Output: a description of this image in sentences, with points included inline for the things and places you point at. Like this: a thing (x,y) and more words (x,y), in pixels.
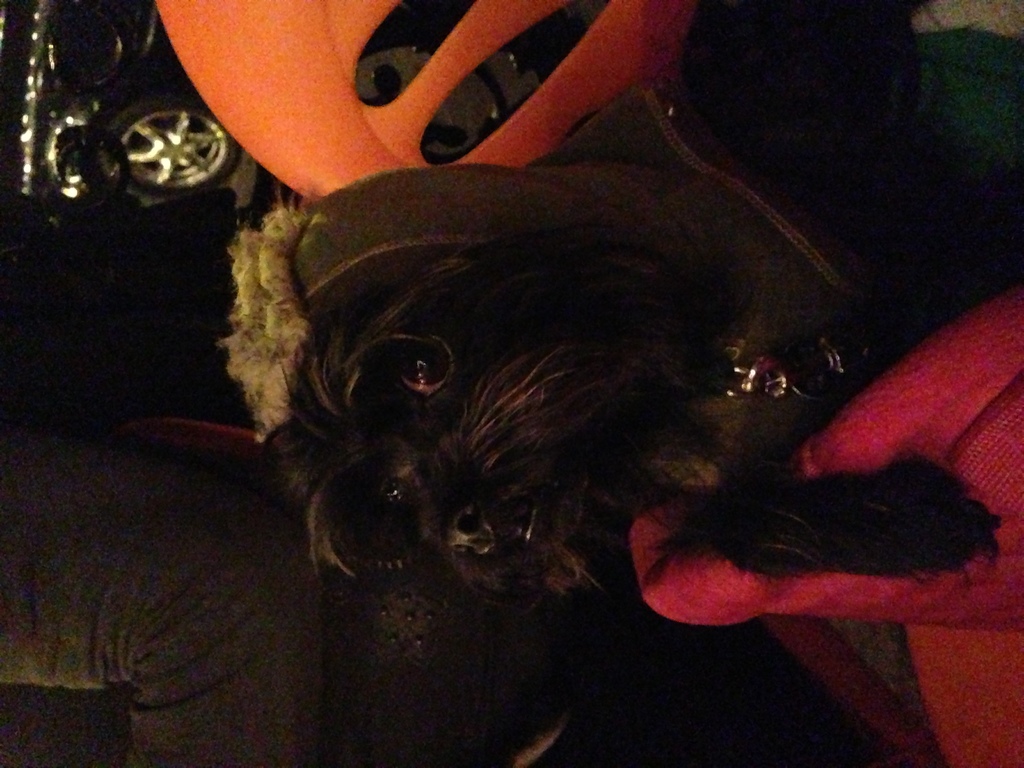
In this picture we can see a dog (341,424), vehicle (32,12), persons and some objects (367,148).
